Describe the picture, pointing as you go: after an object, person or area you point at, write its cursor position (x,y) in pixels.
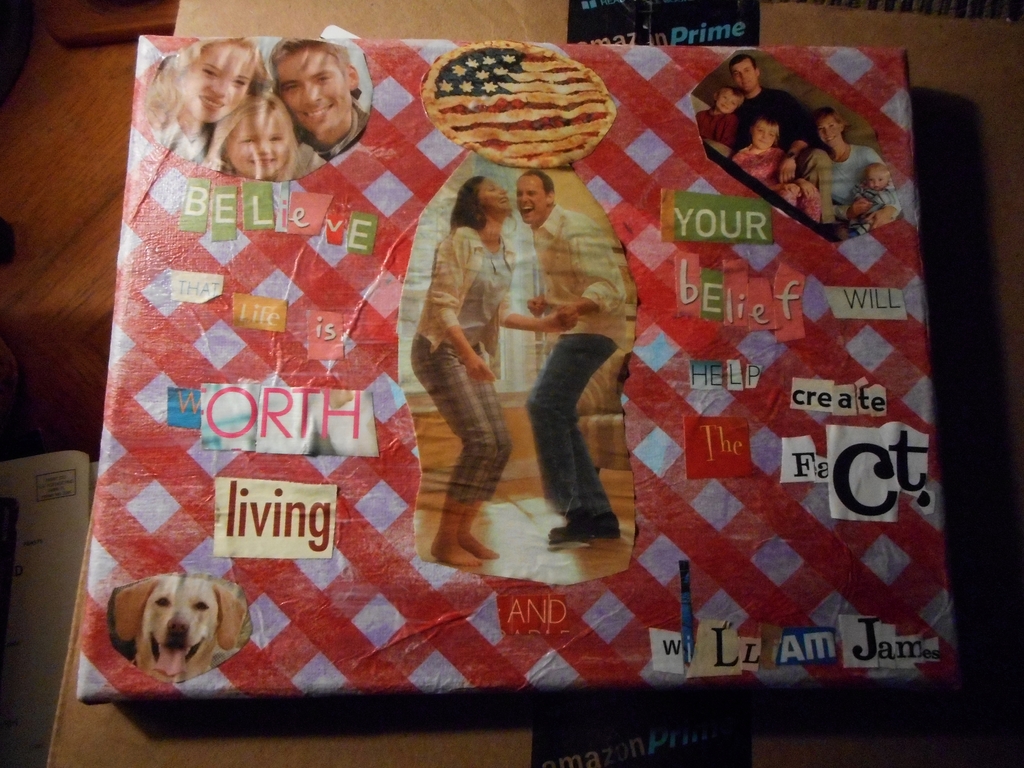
In this image there is a gift cover pack (398,271) as we can see in middle of this image (415,336). There is a picture (193,619) of dog (186,620) at left side of this image (163,621) and there is a photo (458,343) of two persons (513,271) standing in middle of this image (487,357) and there are some persons (716,143) at top right corner of this image (782,173).
